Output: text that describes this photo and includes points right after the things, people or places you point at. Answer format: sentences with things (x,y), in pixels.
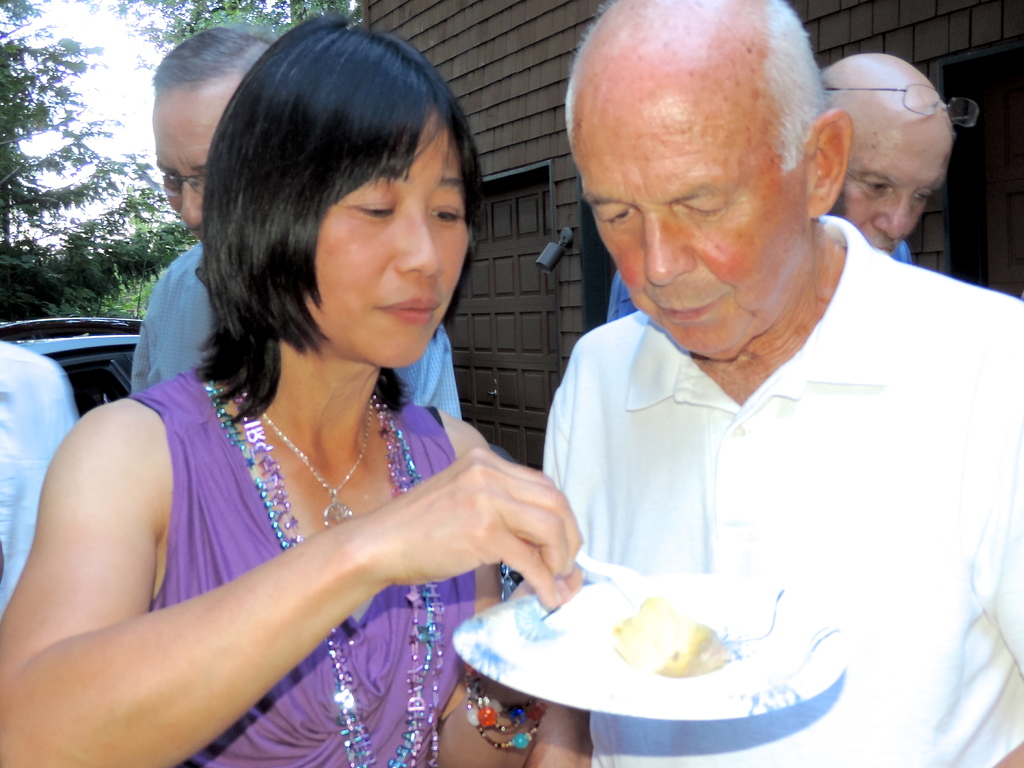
In this image, there are some persons (704,129) beside the wall (567,303). There is a person (427,430) in the middle of the image (406,449) wearing clothes (418,439) and holding a plate (522,650) with her hand (558,600). There are trees (7,105) in the top left of the image (208,24).
